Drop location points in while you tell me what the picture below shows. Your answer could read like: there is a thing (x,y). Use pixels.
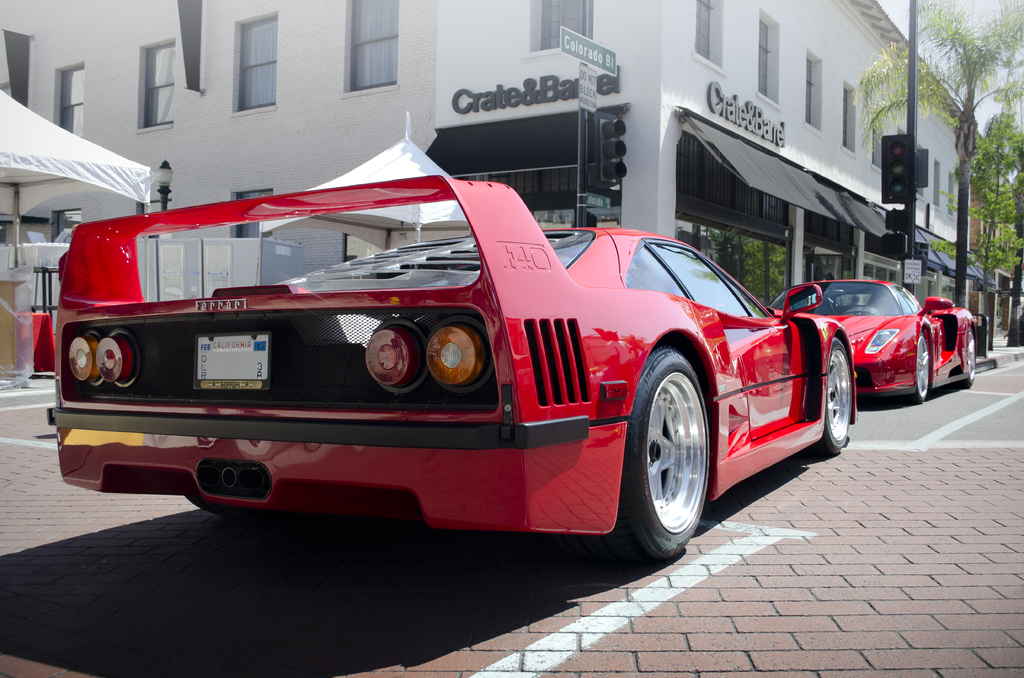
As we can see in the image there are red color cars (553,378), buildings (424,134), windows (256,69), tent (55,132), trees (1011,267) and a sky (983,113).
